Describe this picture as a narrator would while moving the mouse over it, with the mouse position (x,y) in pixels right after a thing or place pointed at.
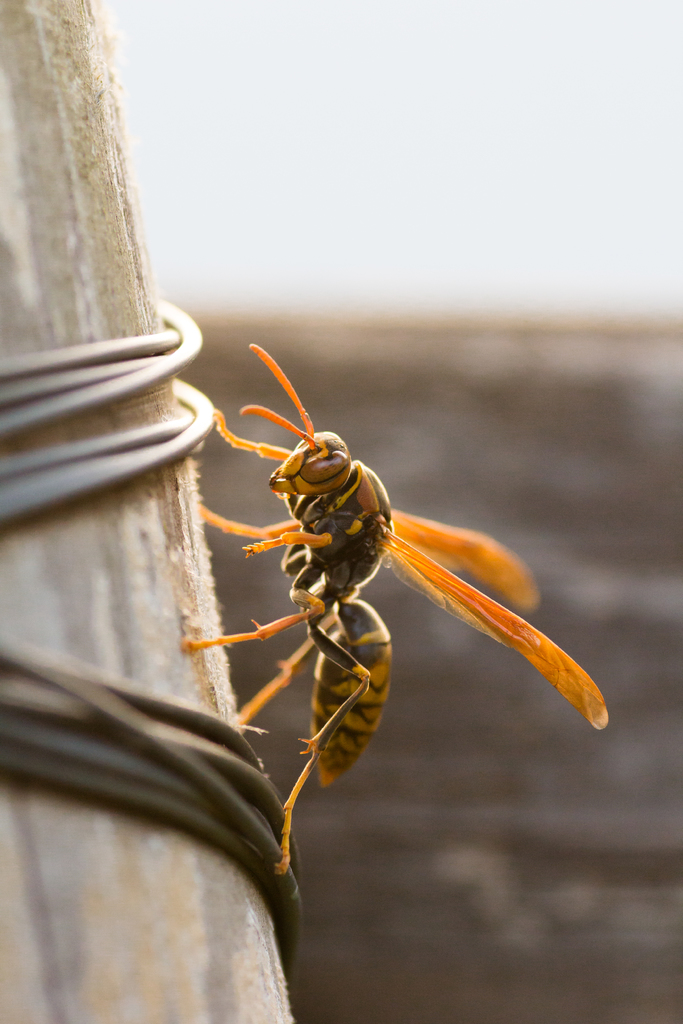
This picture shows a hornet (245,411) on the wooden pole (31,934) and we see a cloudy sky (334,193).
